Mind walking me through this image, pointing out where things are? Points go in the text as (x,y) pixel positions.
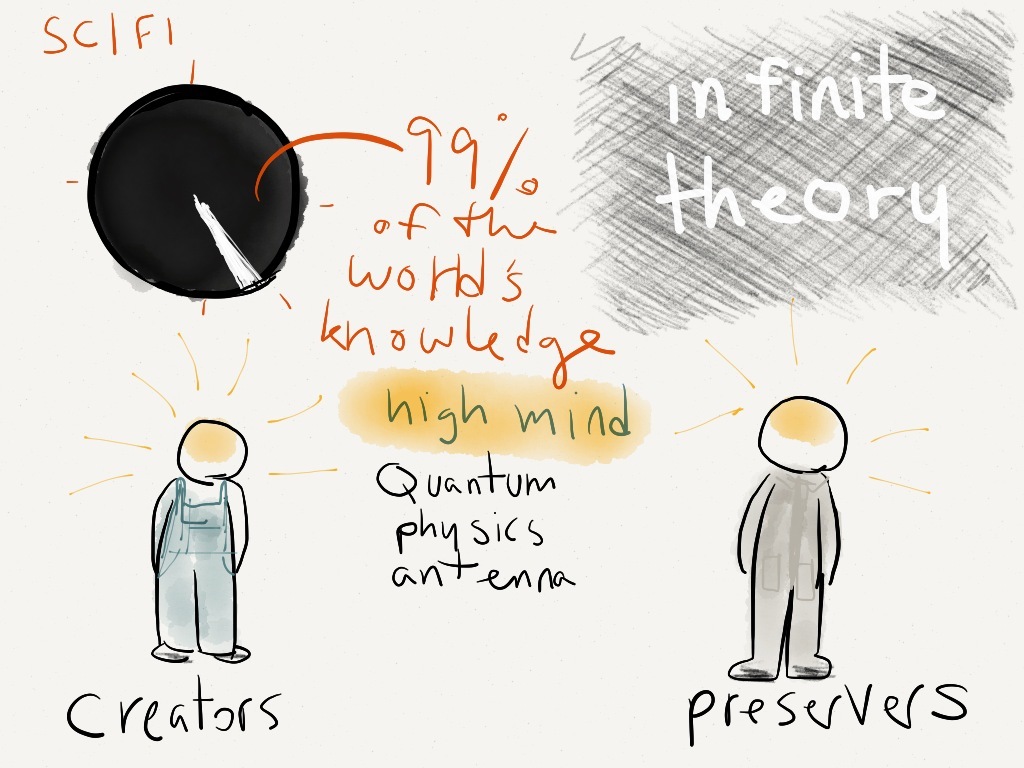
As per the image we can see this is the drawing. There are two persons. One on the left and other on the right (806,674). On the top left (188,239) there is a clock (284,250) and on the top right (790,230) it was written "Infinite theory" and in the middle (452,336) it was written "99% of the world's knowledge high mind quantum physics antenna".
